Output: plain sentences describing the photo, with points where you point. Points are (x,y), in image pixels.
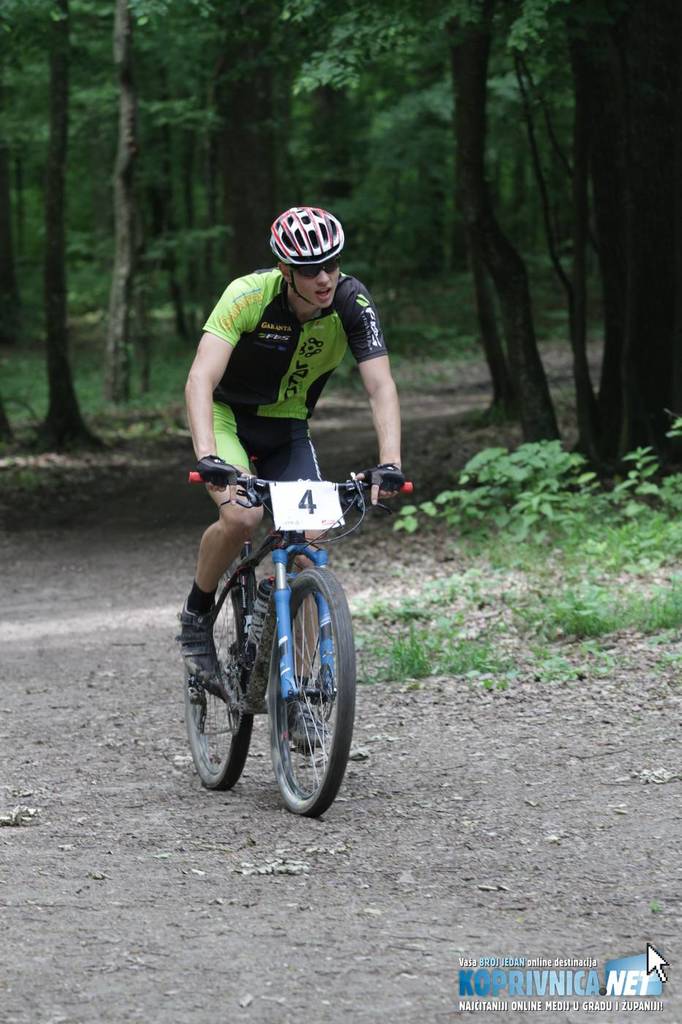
In this picture there is a person (275,411) with green t-shirt (259,313) riding bicycle (356,475). At the back (428,148) there are trees (406,132). At the bottom (315,918) there are plants (495,683) and there is mud (403,796). In the bottom right (469,987) there is a text (620,965). There is a paper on the bicycle (337,729).
